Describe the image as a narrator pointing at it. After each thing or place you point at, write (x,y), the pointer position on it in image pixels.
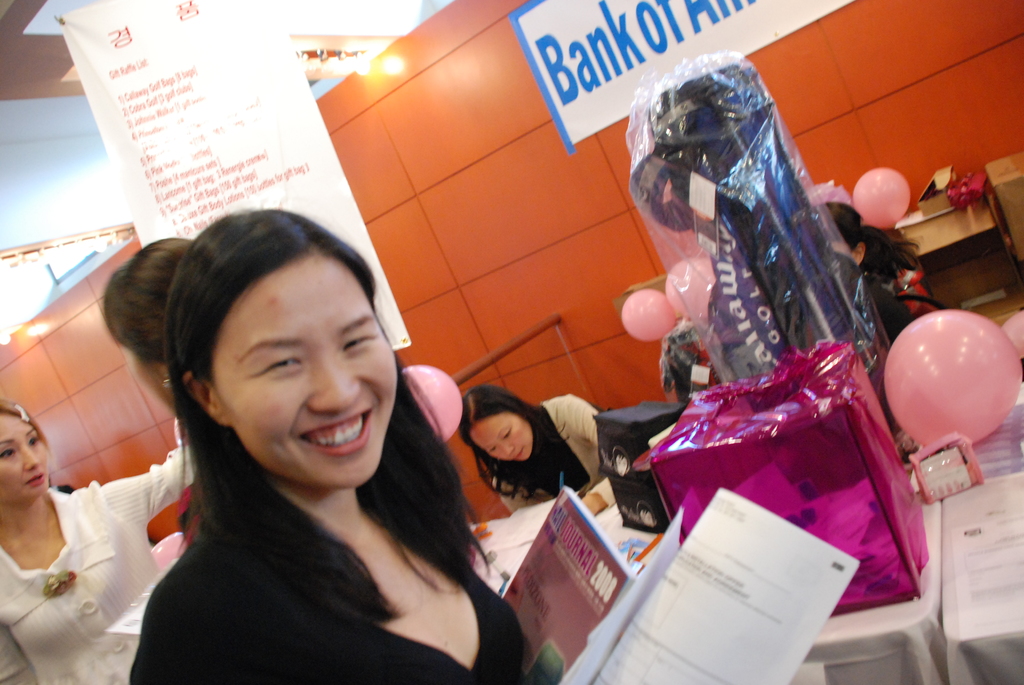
This picture describes about group of people (552,478), on the left side of the image (304,523) we can see a woman (314,419), she is smiling and she is holding papers (632,579), in the background (165,61) we can see few lights (380,62), hoarding (187,134), balloons (885,198) and a gift box (818,472) on the table (928,621).
